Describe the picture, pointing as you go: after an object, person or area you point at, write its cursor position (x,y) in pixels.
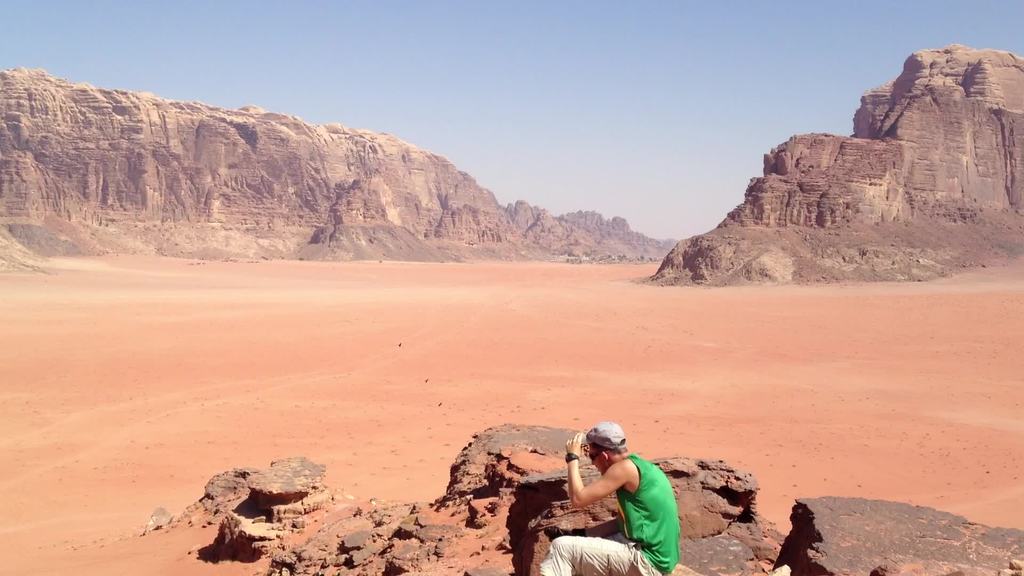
This image consists of a man (649,523) wearing a sleeveless T-shirt (657,559). At the bottom (705,524), there are rocks (322,555). In the middle (374,306), we can see the ground (190,302). In the background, there are mountains (742,225). At the top (518,157), there is sky (530,189).
